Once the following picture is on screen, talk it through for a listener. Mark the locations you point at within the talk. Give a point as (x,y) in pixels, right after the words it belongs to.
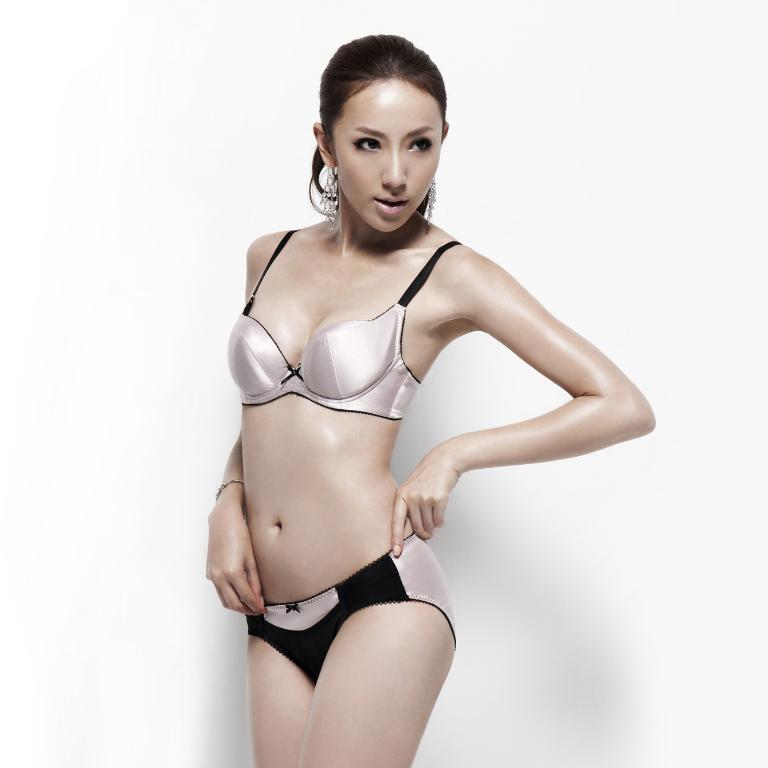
In this image I can see a beautiful woman (448,489) is standing, she wore a top (377,414) and waist clothes (368,590).
